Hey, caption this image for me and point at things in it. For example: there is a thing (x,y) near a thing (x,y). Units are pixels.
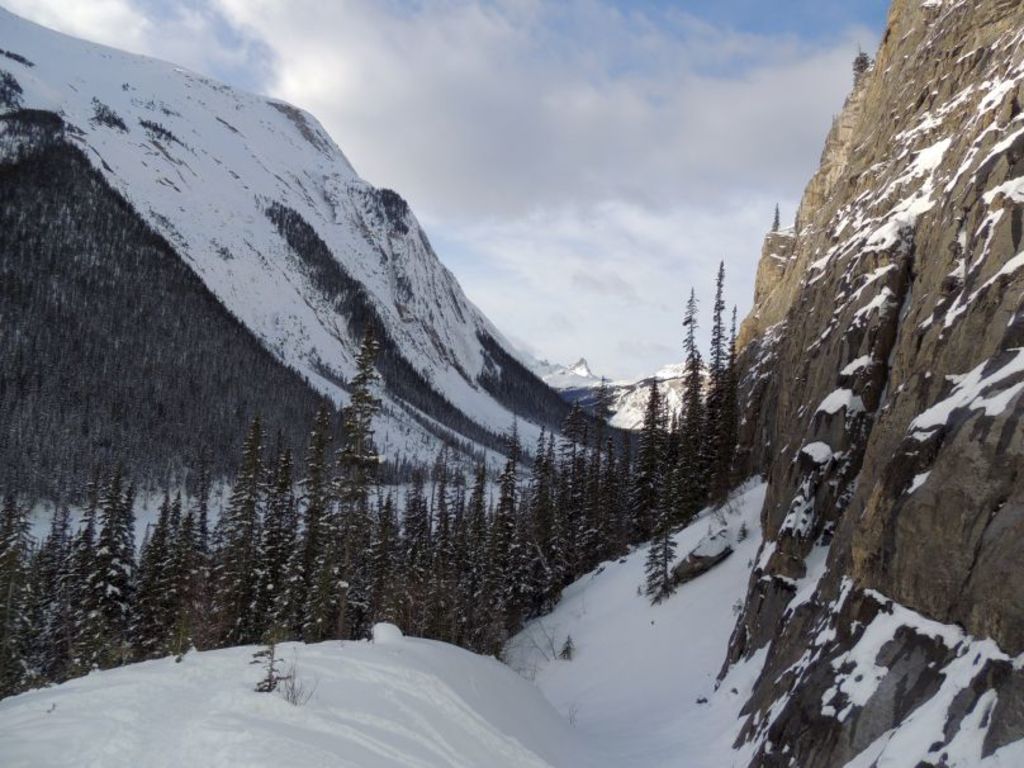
In this image I can see snow (525,665), number of trees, mountains (407,317), clouds (502,201) and the sky (720,95).
